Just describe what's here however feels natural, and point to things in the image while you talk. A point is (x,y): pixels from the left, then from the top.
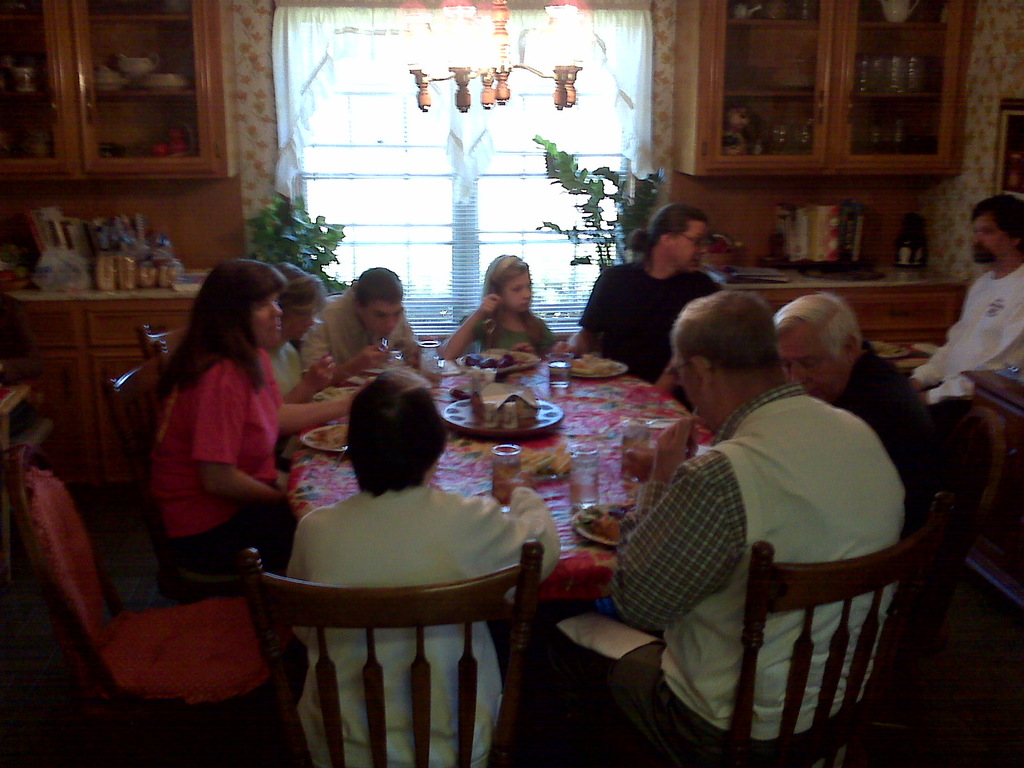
In this image there is a group of persons (743,565) who are sitting on a chair (369,637) near to a dining table (576,424). On the table (521,411) there is a plate (549,416), glass (512,462), cloth (561,481) and food (602,368). On the right (942,348) there is a person (966,354) who is wearing white T-shirt (997,318) sitting on a chair (1009,409). On the top right (685,108) there is a shelf (762,67) which having a glass (877,79). On the top (420,84) we can see a chandelier (461,106). On the background (475,174) there is a window (425,211).
